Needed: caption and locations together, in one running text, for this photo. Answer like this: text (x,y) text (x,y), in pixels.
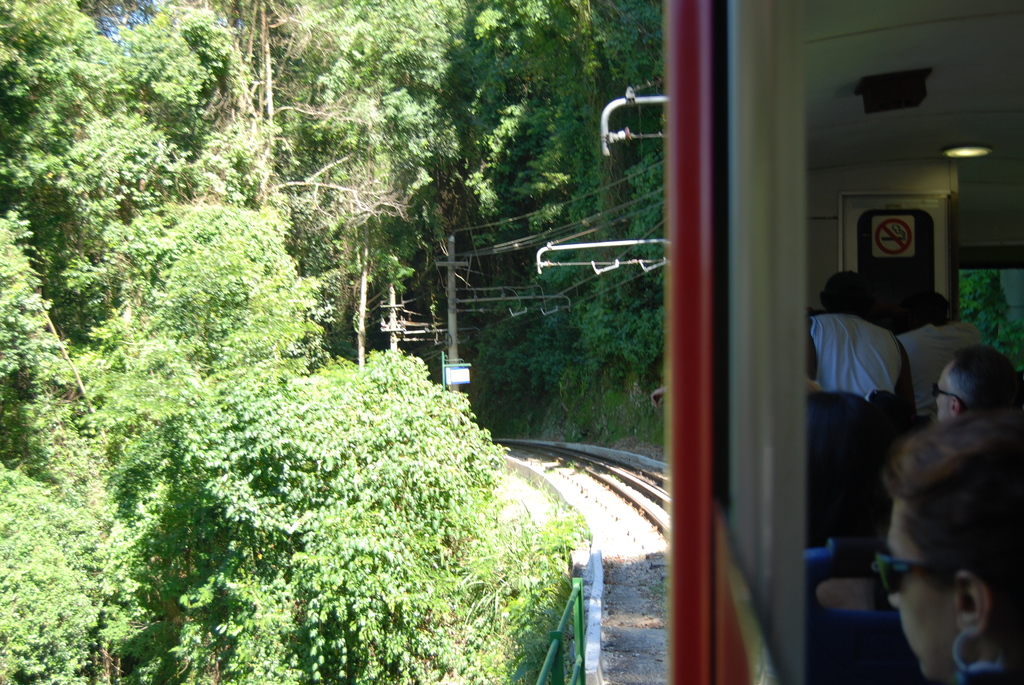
In the center of the image (676,346) there is a train (751,325) and there are people (845,322) sitting in it. At the bottom of the image (616,483) there is a railway track (616,483). In the background of the image (404,334) there are trees (317,259) and poles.
